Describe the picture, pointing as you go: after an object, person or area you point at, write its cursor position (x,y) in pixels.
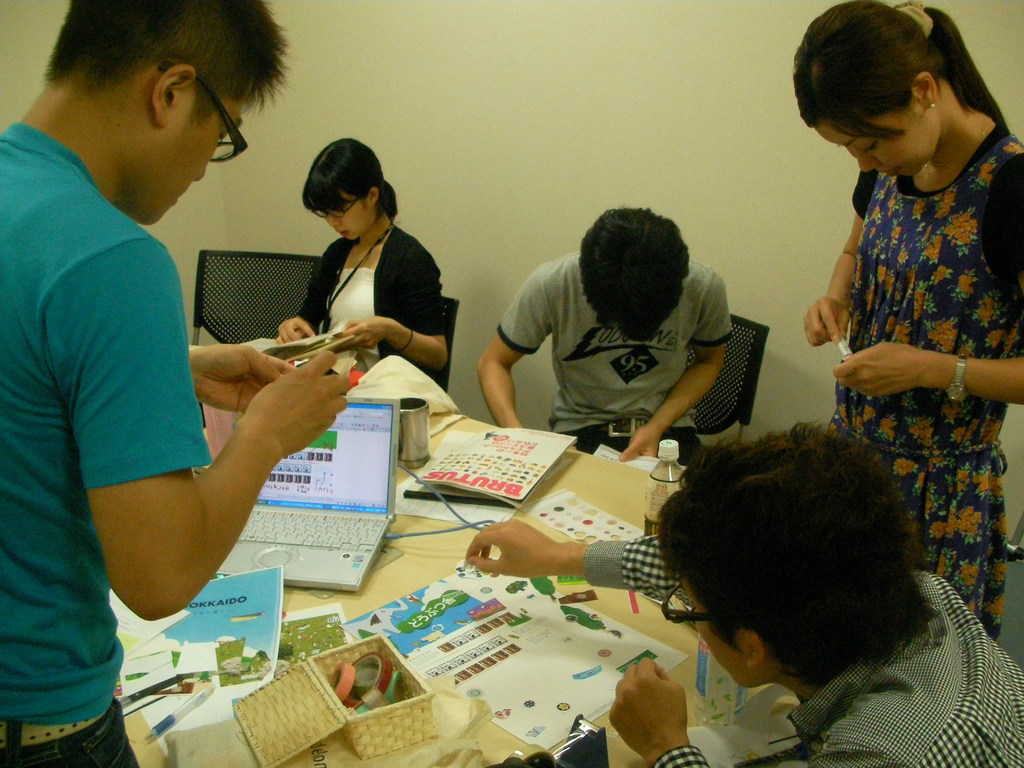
In the background (382,41) we can see the wall (583,150). In this picture we can see the people (376,324), chairs (729,383). People (633,299) are performing some action. On the table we can see a laptop (355,534), papers (298,642), pens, bottle (656,496) and few objects (220,730).
